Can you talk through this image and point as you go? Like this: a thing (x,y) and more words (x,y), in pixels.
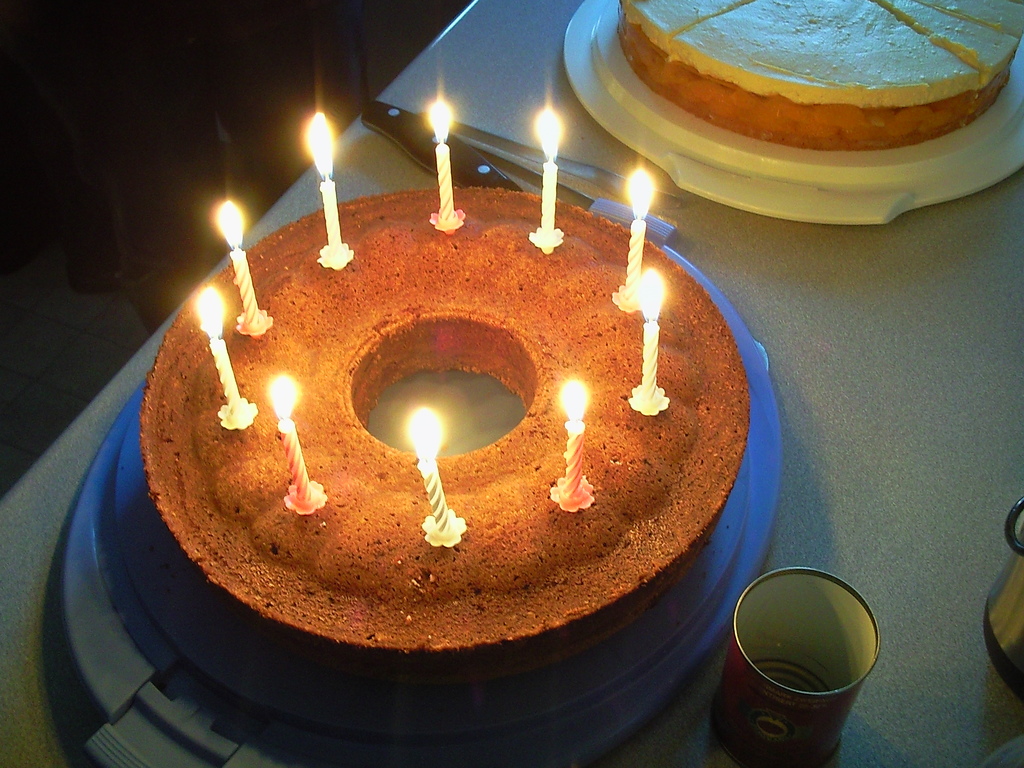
There are candle lights (555,172) arranged in a circular shape on a cake (581,522) which is in circular shape and is on a blue color plate (105,491). This blue color plate (90,524) is on a table (87,436), on which there is a cup (778,717) and there is another cake (796,91) which is on a white color plate (605,65). And the background (305,21) is dark in color.
